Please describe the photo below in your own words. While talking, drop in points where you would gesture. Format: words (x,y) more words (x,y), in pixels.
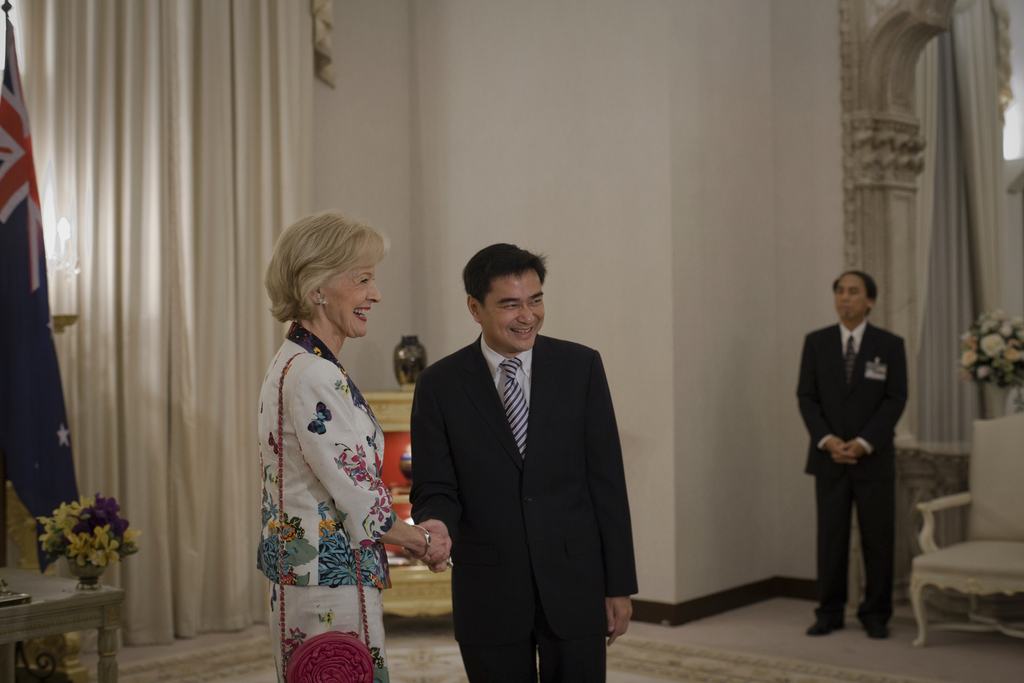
In this picture we can see three persons (279,626) standing on the floor (790,636). This is chair (979,554). And there is a flower vase (81,566) on the table (33,591). And this is flag (28,209). Here we can see a curtain (175,206). On the background (568,179) there is a wall (618,164).
